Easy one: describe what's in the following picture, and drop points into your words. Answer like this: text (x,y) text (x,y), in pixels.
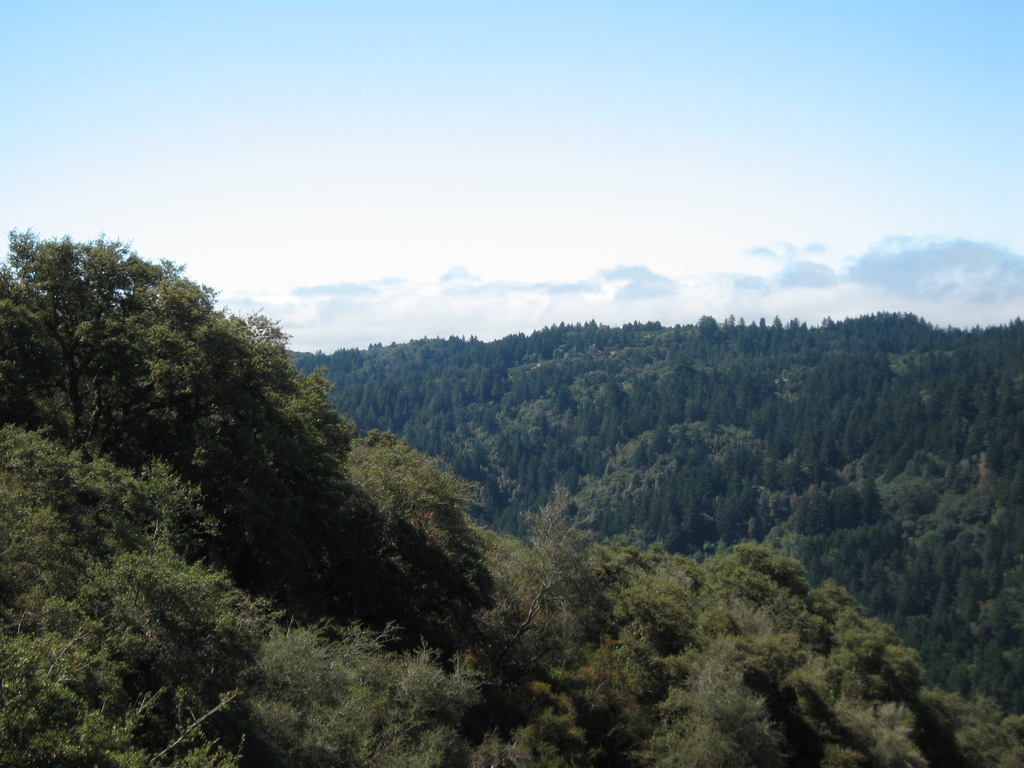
This is an outside view. At the bottom (162,631) there are many plants (219,633) and trees (206,461). In the background (771,465) there is a hill (568,368) along with the trees (564,394). At the top of the image (529,83) I can see the sky (787,194) and clouds (871,274).
